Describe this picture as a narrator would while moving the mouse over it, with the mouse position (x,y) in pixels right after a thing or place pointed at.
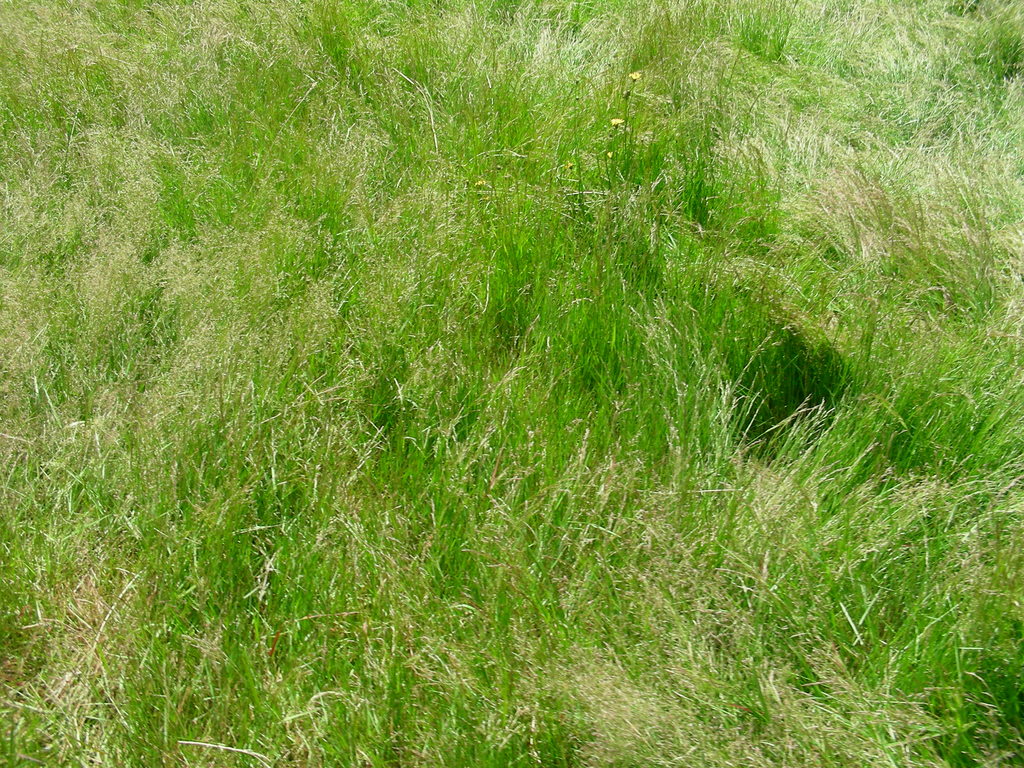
In this picture I can see grass (489,268).
